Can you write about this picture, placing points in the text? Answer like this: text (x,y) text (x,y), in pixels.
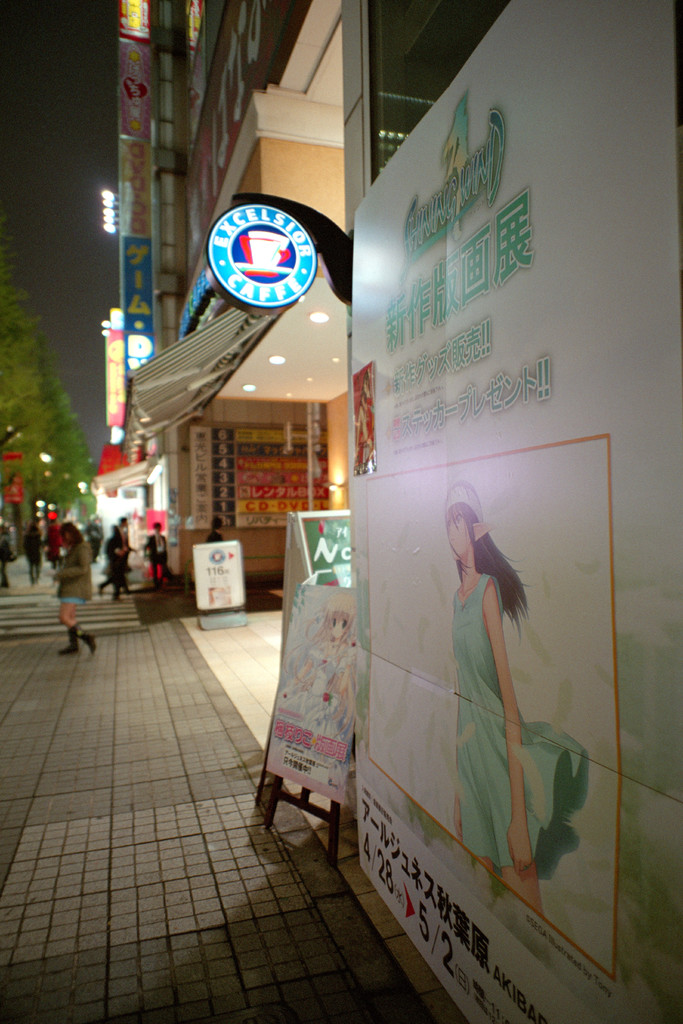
In the center of the image (277,378) we can see building (249,413), stores (259,414), boards (198,288), lights (117,435), trees (73,488), some persons (111,539). At the bottom of the image (142,924) we can see the ground (118,978). At the top of the image (78,125) we can see the sky (99,34).
